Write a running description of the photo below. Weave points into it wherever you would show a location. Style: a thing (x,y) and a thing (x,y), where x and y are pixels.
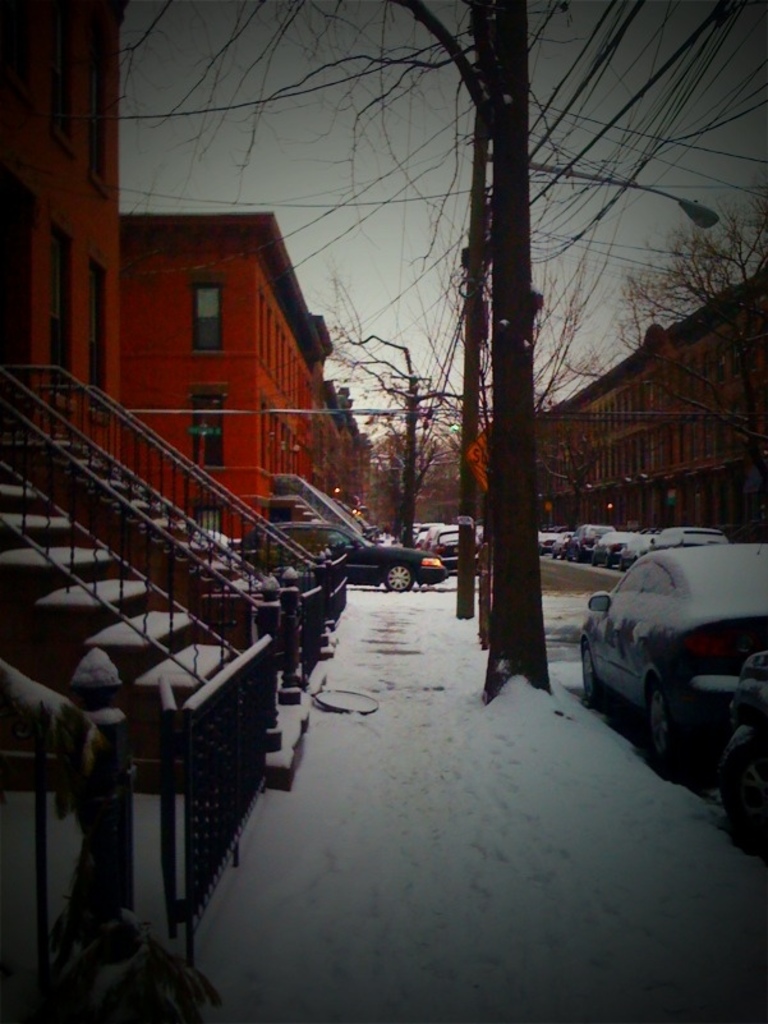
Here we can see snow (481,818) on the footpath (545,792) and road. On the left (115,532) we can see steps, fences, buildings (150,294) and windows (218,442). In the background (341,310) there are vehicles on the road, buildings (659,374), bare trees (524,430) and sky (304,242).
